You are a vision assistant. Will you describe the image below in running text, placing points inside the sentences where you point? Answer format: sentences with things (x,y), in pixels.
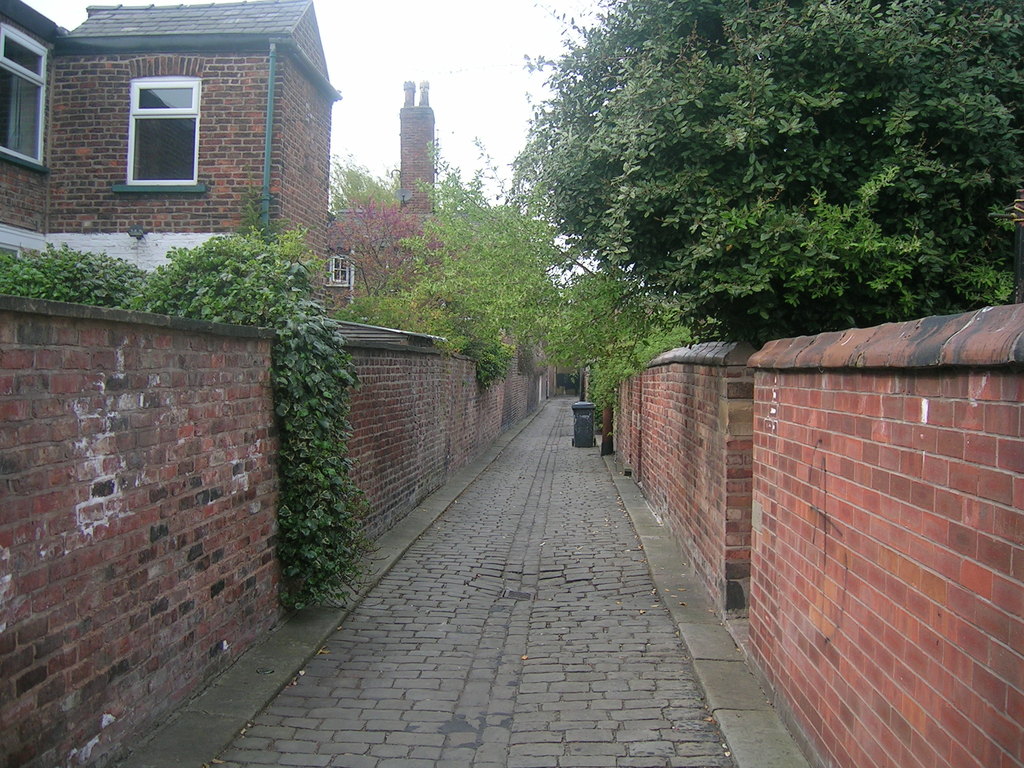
In this picture we can see buildings (231,66), trees (633,292) and a dustbin (586,413).
